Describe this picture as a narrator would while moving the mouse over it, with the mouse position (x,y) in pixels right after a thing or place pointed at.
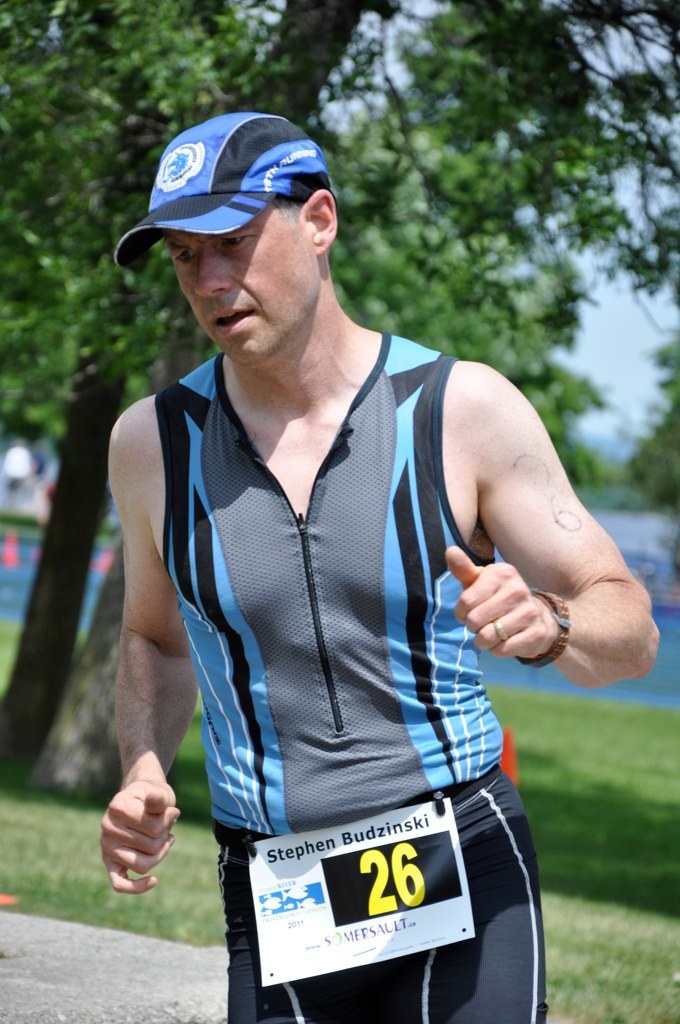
In the foreground of the picture (281,519) there is a person (288,648). In background (530,246) there are trees (56,547), grass (17,862) and other objects (679,663).
